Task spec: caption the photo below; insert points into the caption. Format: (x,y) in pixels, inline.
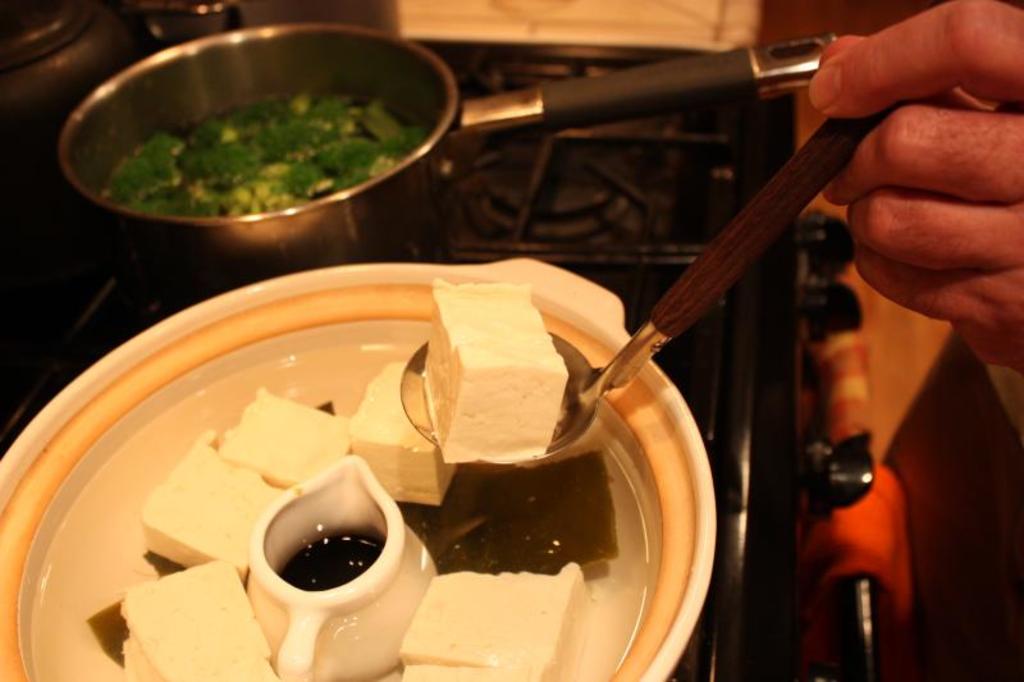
In this image I can see two bowls (462,265) on the gas stove (527,219). In the bowls (307,295) there are some food items (287,483). On the right side (945,198), I can see a person's hand (920,151) holding a spoon (568,404) which consists of some food item (509,377).
